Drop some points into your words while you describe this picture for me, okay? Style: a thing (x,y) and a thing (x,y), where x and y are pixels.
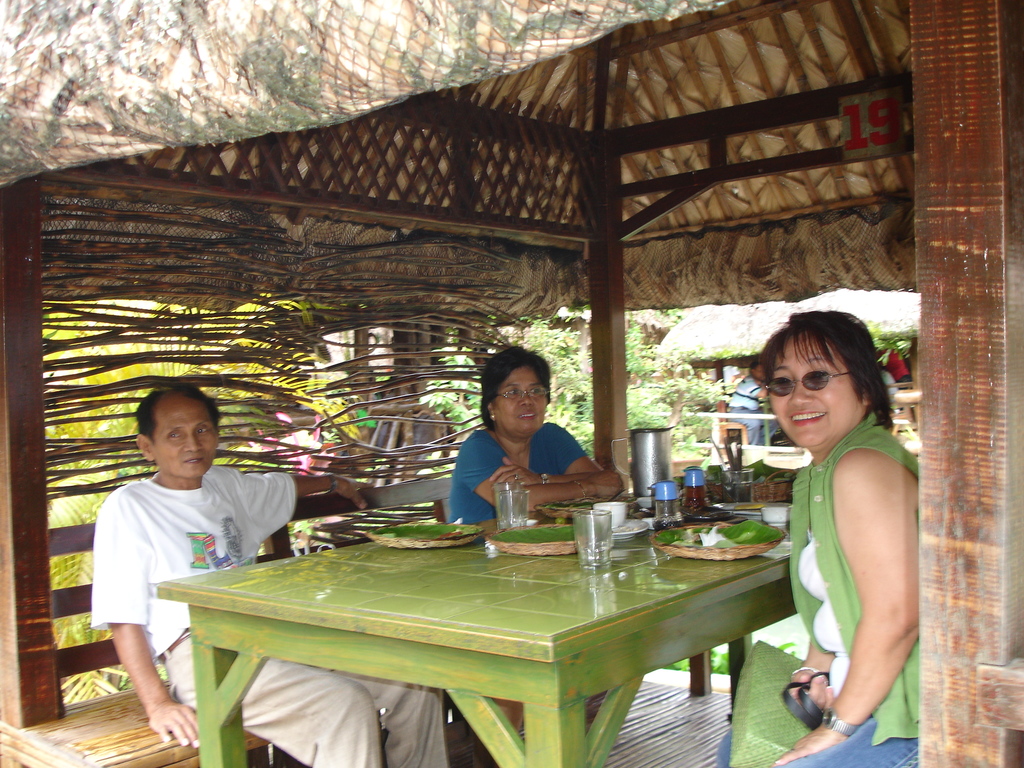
Under this tent (389,159) these three persons (519,420) are sitting on a bench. On this table (609,585) there are plates (693,542), glasses (518,489) and things (642,495). Far there is a tent (709,352) and plants (668,358). This woman (772,399) wore goggles (779,377) and holds smile.
